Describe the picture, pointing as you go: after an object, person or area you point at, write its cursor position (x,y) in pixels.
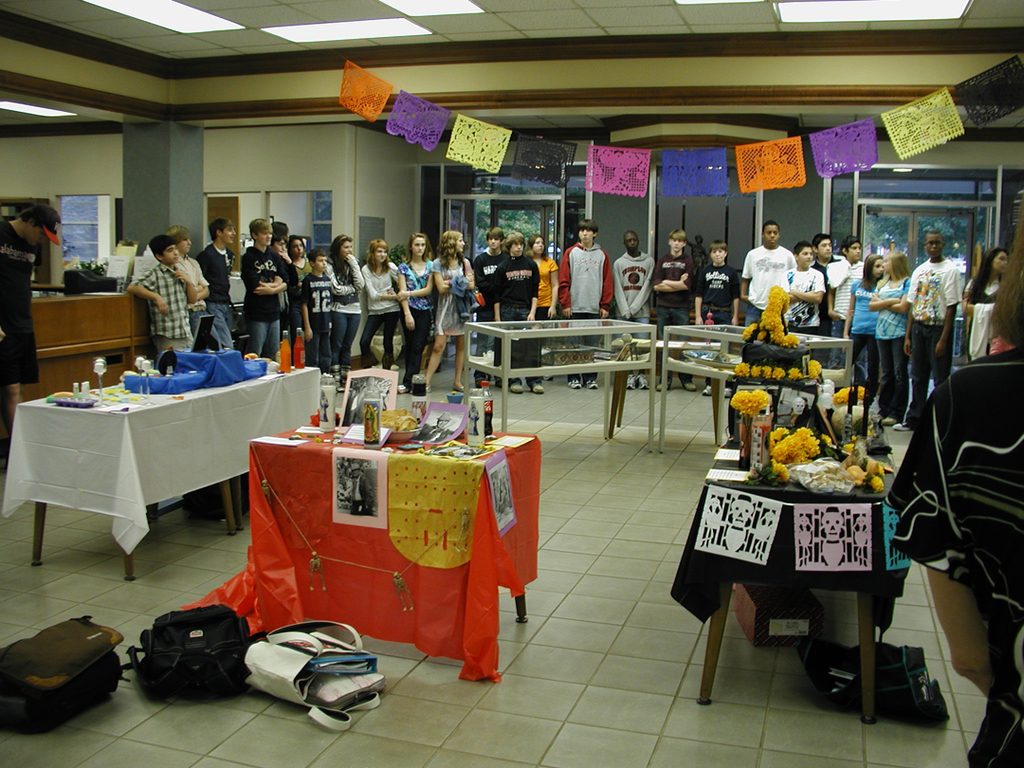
In this image there are group of people (537,268) standing on the floor (551,504). On the table (394,442) there is bottle (491,410) and some paper material (451,437). On the floor (96,718) there are bags (161,666).
